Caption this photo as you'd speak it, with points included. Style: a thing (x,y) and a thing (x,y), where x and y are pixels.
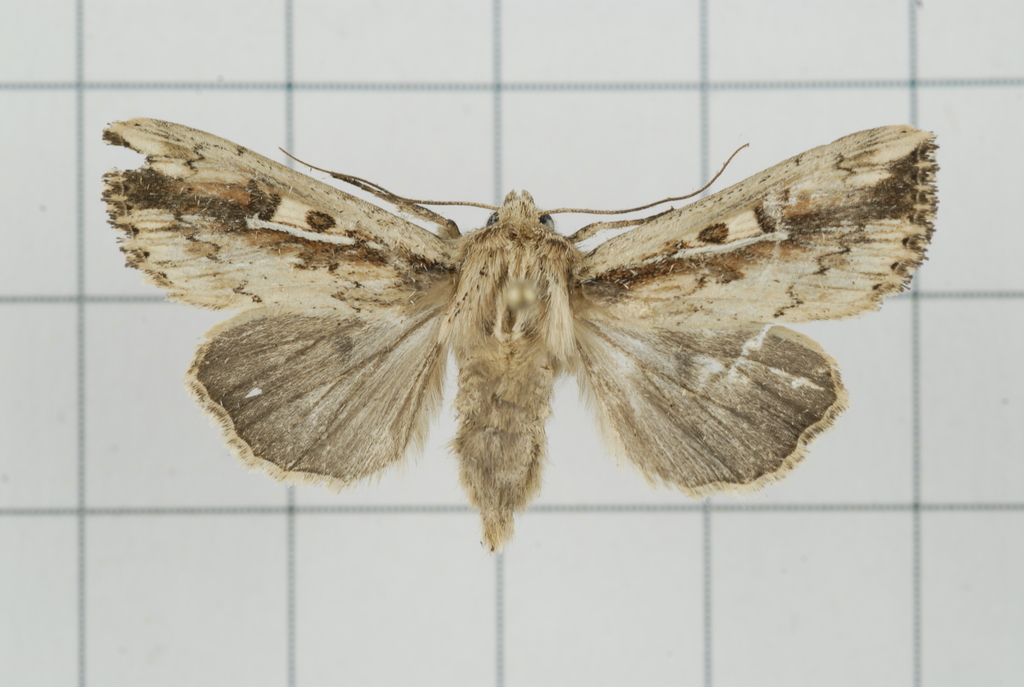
this is an owlet moth (450,308) in the picture.
